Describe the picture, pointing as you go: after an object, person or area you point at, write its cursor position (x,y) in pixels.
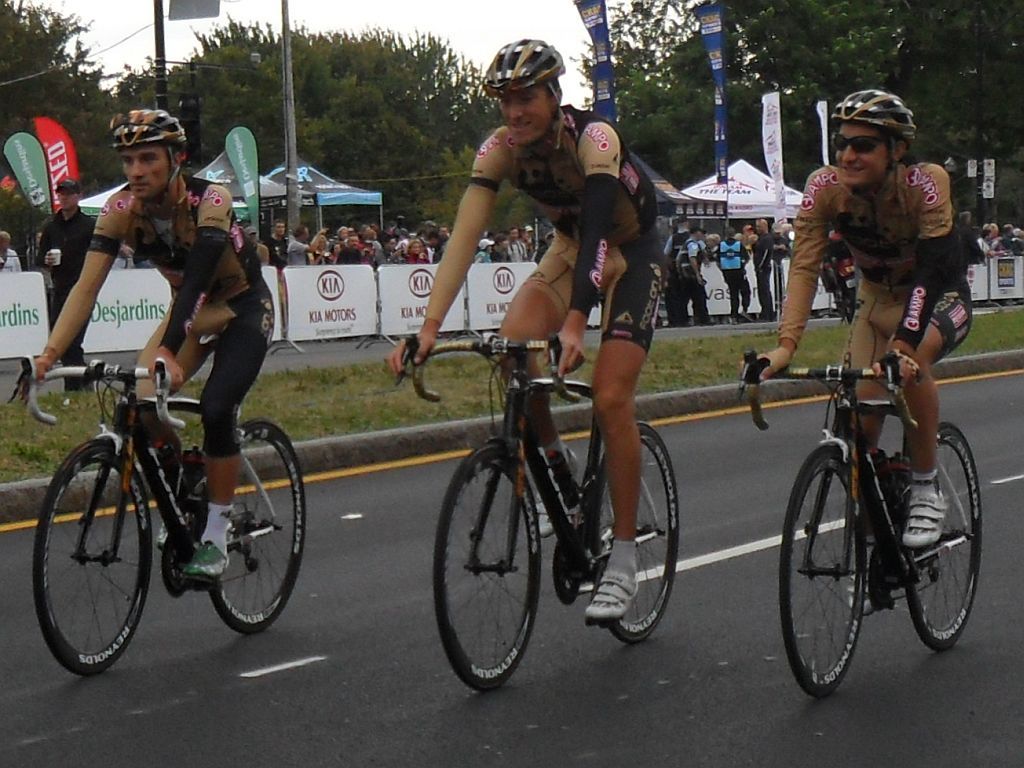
In this image we can see the road (458,683) on the road (374,730) three people (623,479) are riding a bicycle (867,376) back side we can see so many people (371,234) are watching the ride there are so many flags (709,17) and some Trees (410,123) and sky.
